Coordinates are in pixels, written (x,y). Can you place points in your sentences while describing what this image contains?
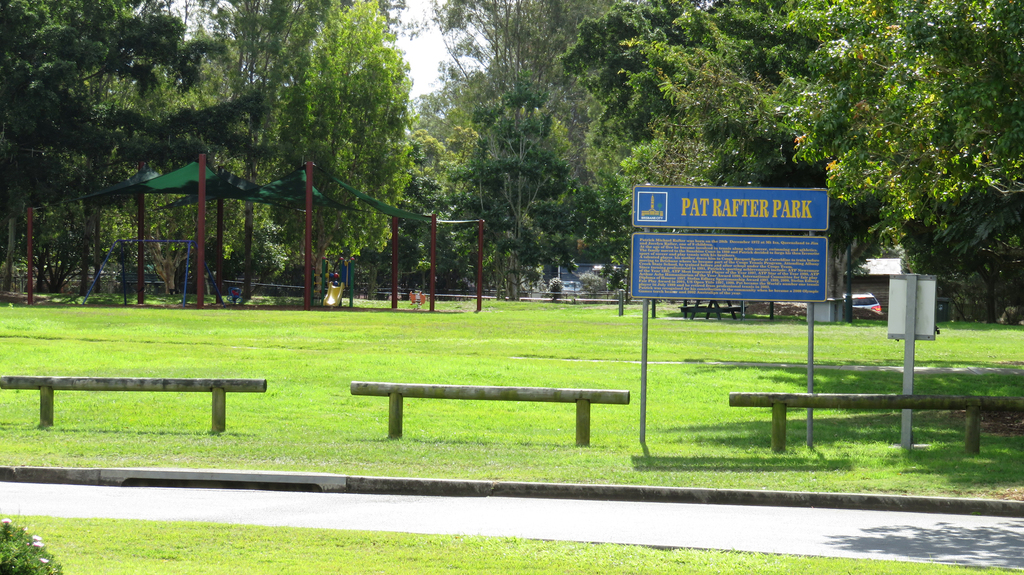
In this image I can see on the left side (157,178) it looks like a tent (185,193), under that there is a slider (332,292). At the back side (274,272) there are trees (456,215), on the right side (797,283) there is the board (712,298). At the top (449,57) it is the sky (432,44).
